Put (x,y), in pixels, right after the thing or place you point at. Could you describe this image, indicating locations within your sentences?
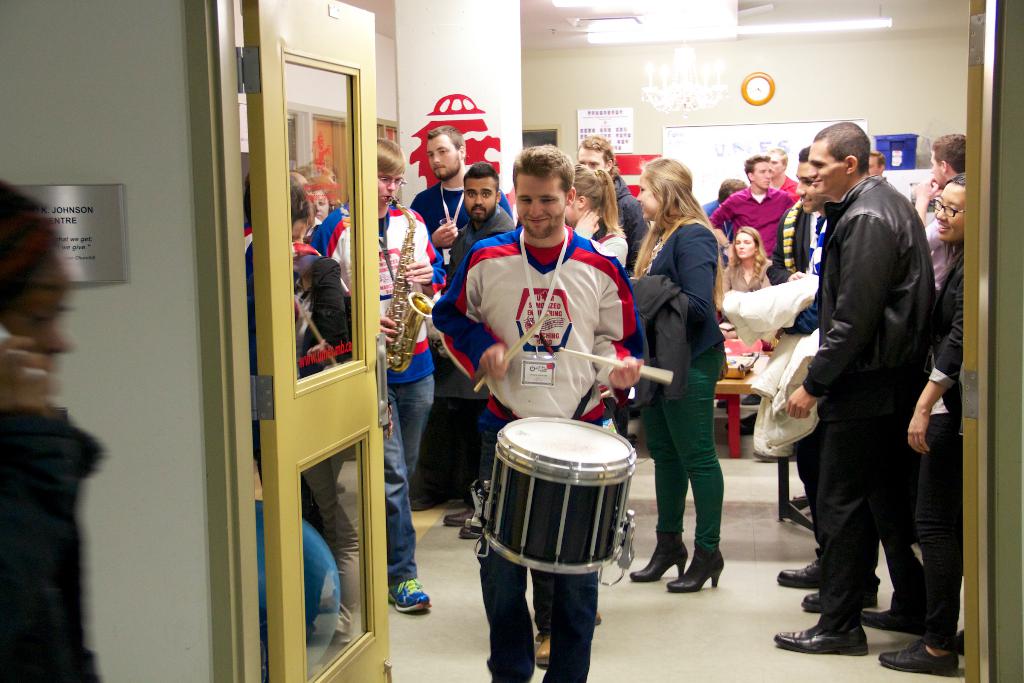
As we can see in the image there is a white color wall (185,248), door (269,154), few people (846,226) standing and sitting here and there and there are few people (537,251) playing different types of musical instruments (545,513).
